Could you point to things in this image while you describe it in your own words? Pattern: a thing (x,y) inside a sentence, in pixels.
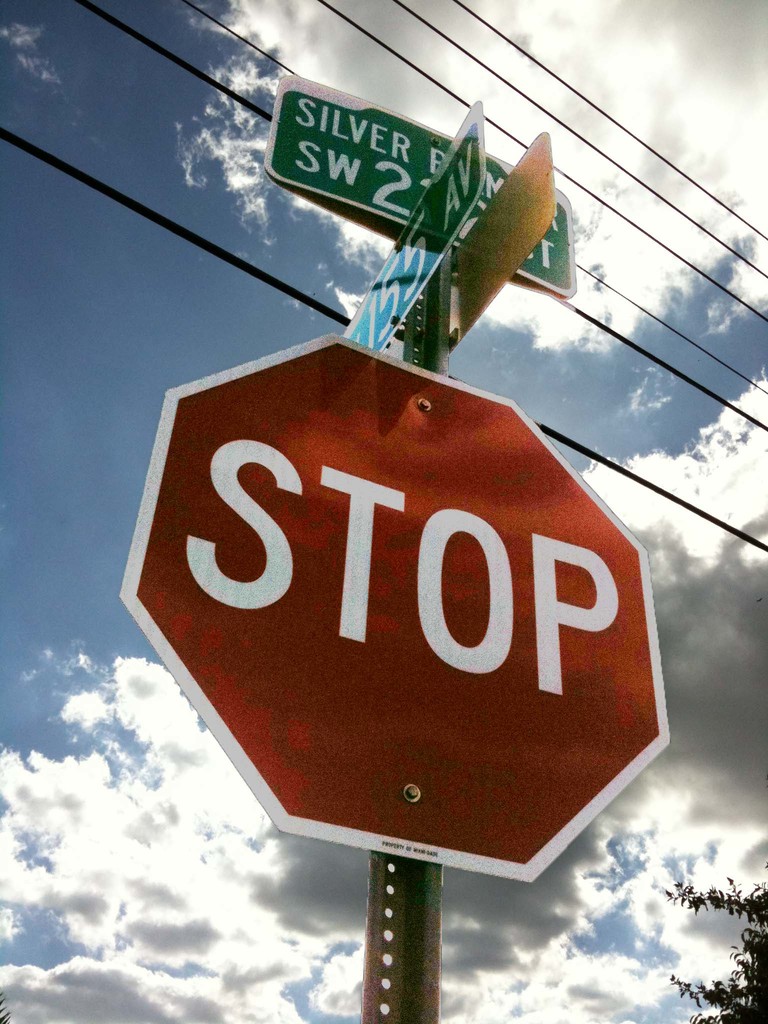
In the foreground of the picture (464,531) there is a sign board (479,594) and there are direction boards (414,250). At the top (293,291) there are cables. On the right (735,1006) there is a tree (739,956). Sky (511,975) is cloudy.
